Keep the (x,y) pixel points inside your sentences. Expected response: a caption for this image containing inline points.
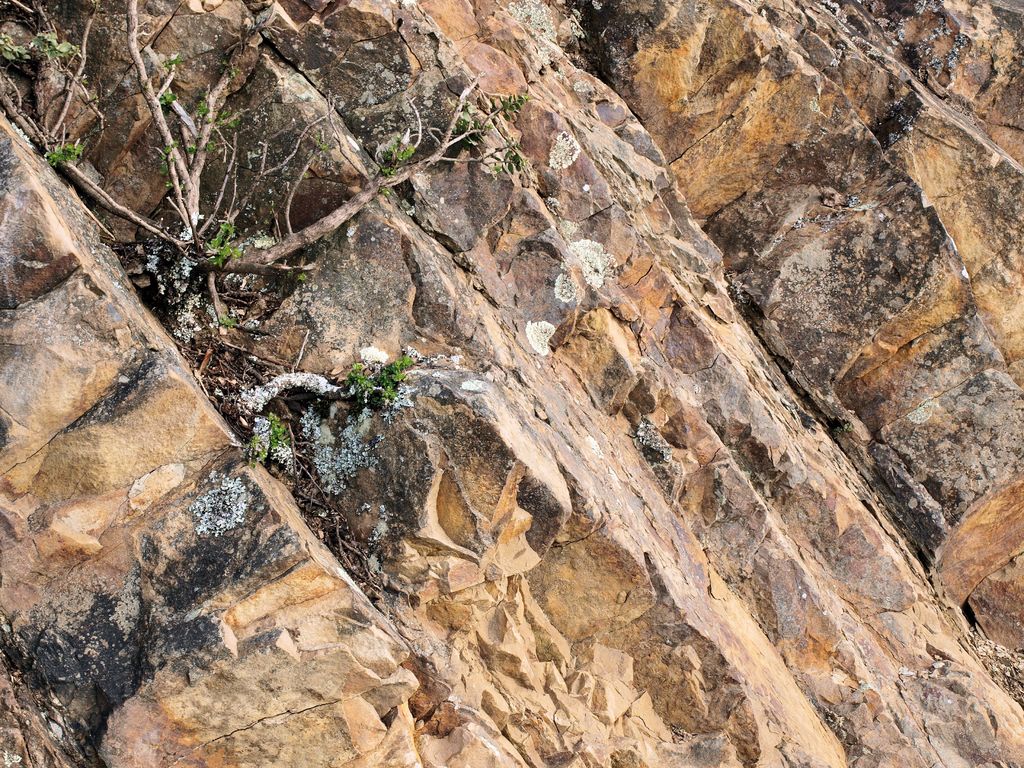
In this image I can see cream and black colour rock (685,104). On the left side of this image (280,240) I can see few plants (153,98).
